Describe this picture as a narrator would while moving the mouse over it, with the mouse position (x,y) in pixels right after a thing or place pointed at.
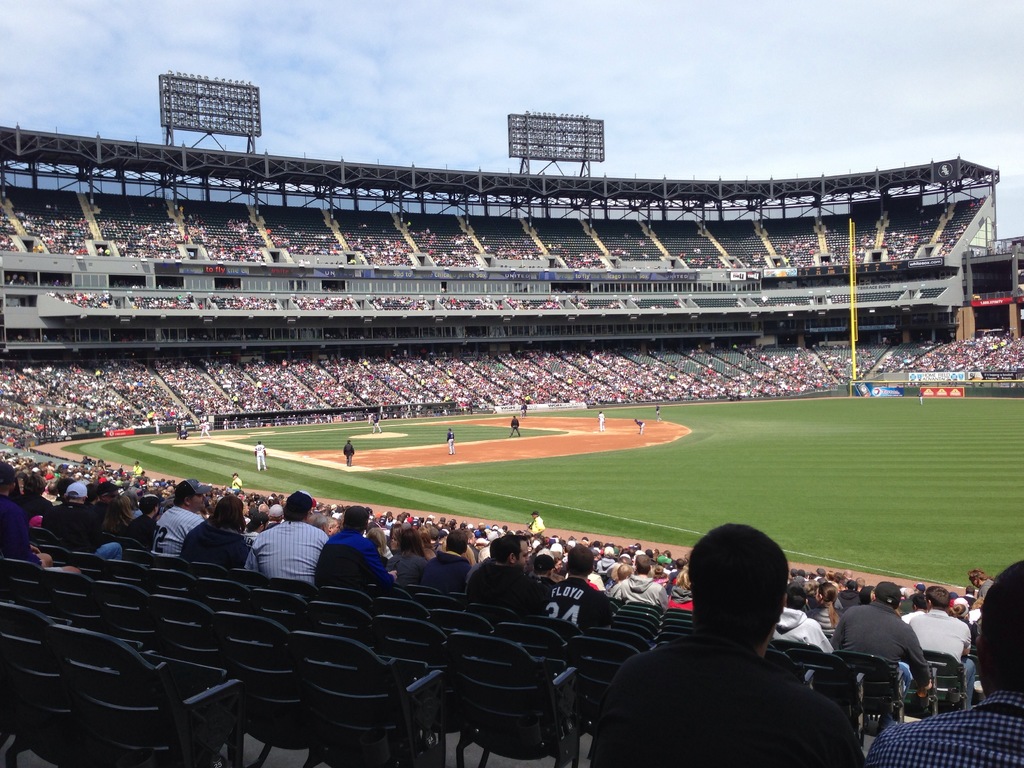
In the picture I can see people (829,586) are sitting on the chairs (55,640) in the stadium (557,370) and I can see people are playing in the ground (741,448). Here I can see light poles (596,122) and the cloudy sky (41,73) in the background (661,146).
